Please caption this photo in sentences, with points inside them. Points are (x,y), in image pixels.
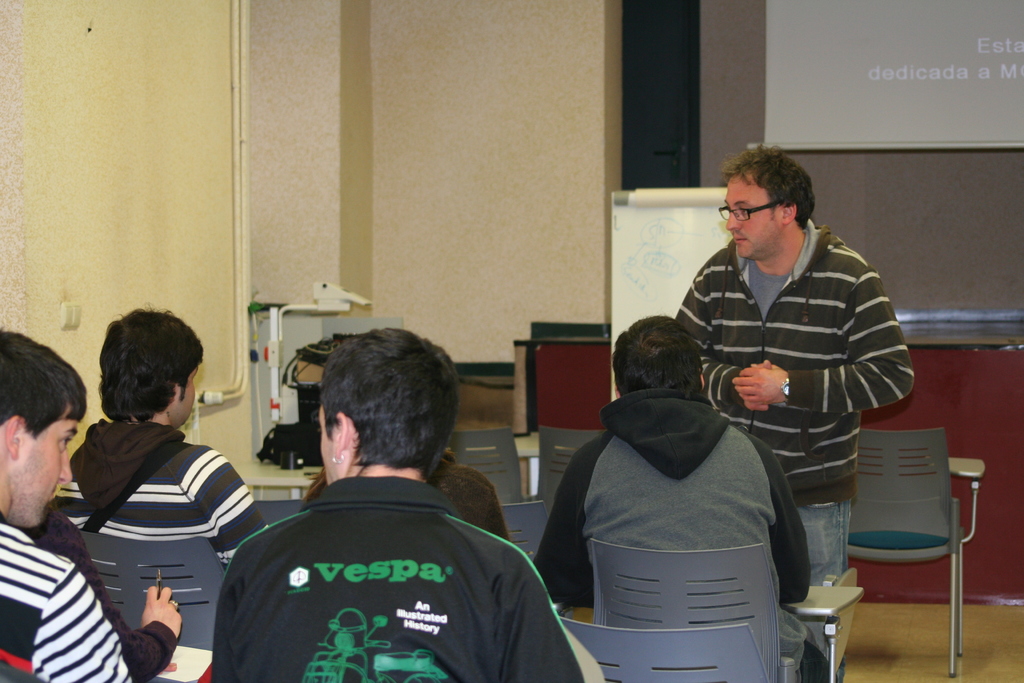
In this picture we can see man (773,256) standing in front wore jacket (720,282), spectacle (729,210) and in front of him we can see people (342,558) sitting on chair (710,612) and in background (483,194) we can see screen (834,118), wall (496,124), pipes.
